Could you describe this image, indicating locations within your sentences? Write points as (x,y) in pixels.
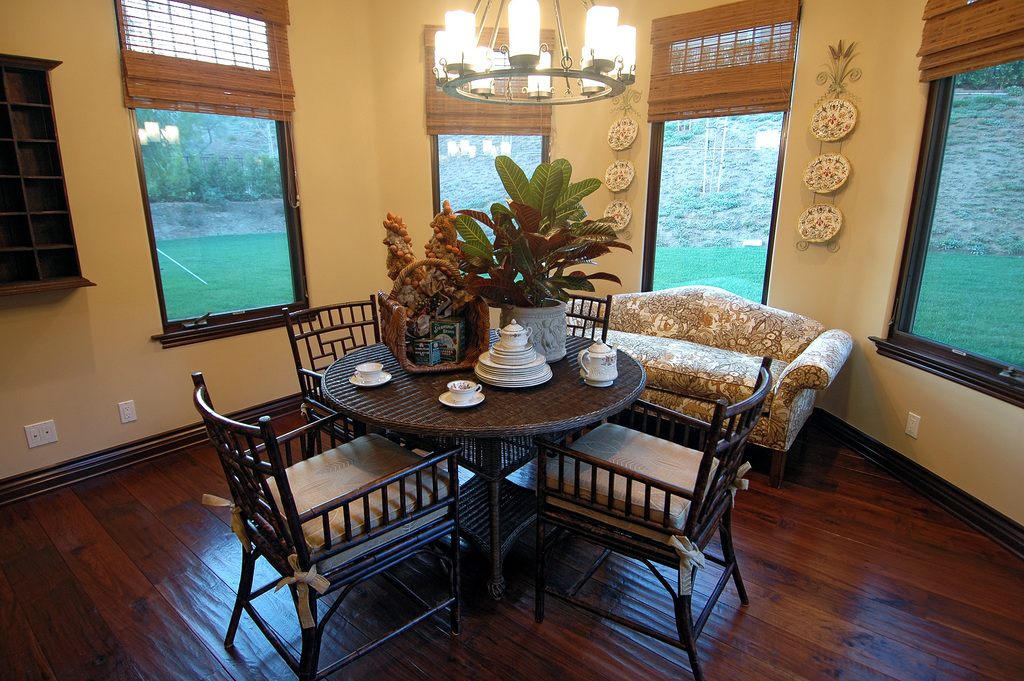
here we can see the table (444,380) and flower pot (533,305) and tea cup (468,391) and some objects (443,309) on it, and here is the sofa (629,300) on the floor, and at back here is the wall (789,202), and at top (611,54) here is the lights (454,51), and here is the window (273,170) and there are trees (232,183).
